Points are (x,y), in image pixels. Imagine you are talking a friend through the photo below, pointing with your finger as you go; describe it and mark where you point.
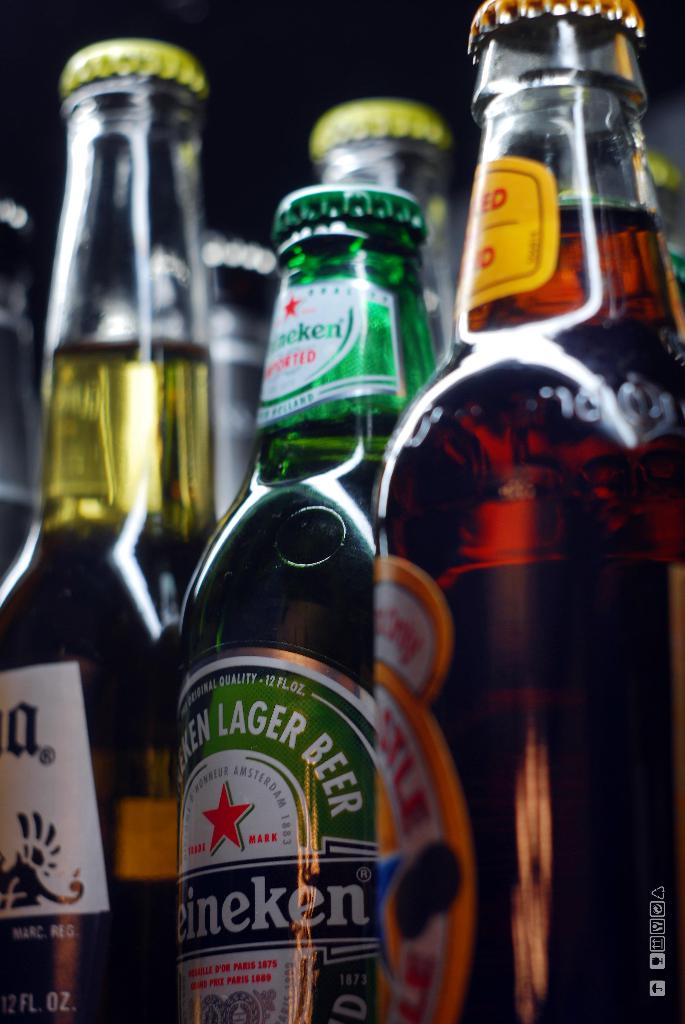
In the image we can see there are beer bottles (290,616).
